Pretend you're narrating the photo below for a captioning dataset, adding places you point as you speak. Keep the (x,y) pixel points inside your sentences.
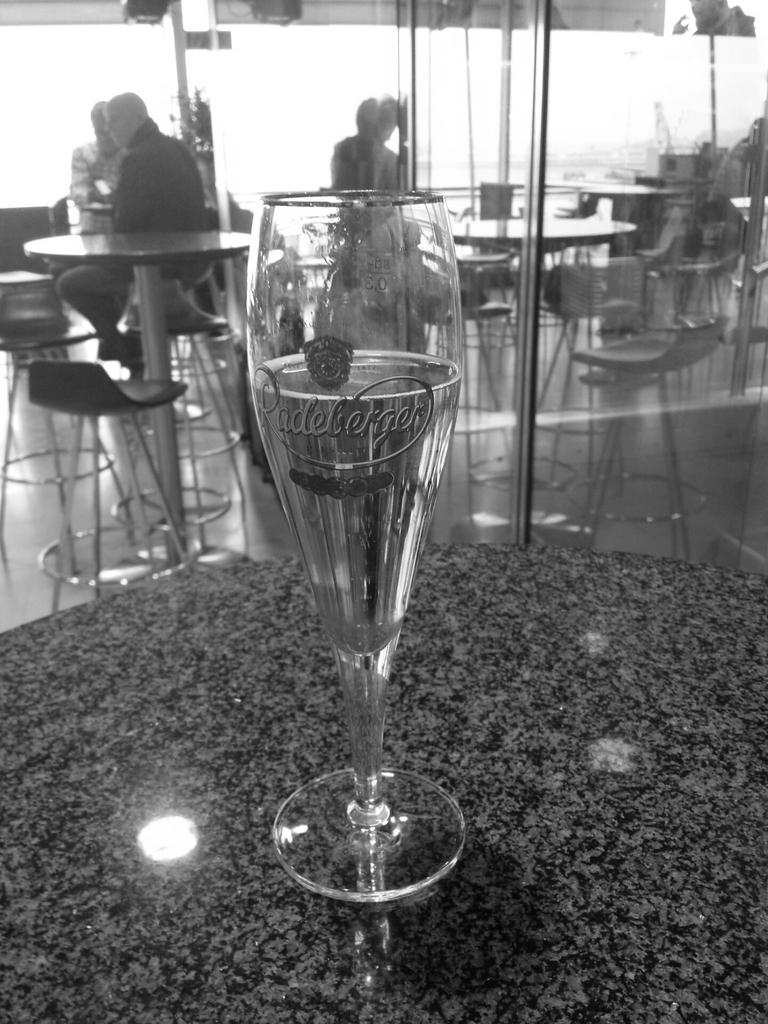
This is the picture of a table (738,659) on which there is a glass (380,595) and behind there are some people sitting on the chairs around the tables (153,351).
